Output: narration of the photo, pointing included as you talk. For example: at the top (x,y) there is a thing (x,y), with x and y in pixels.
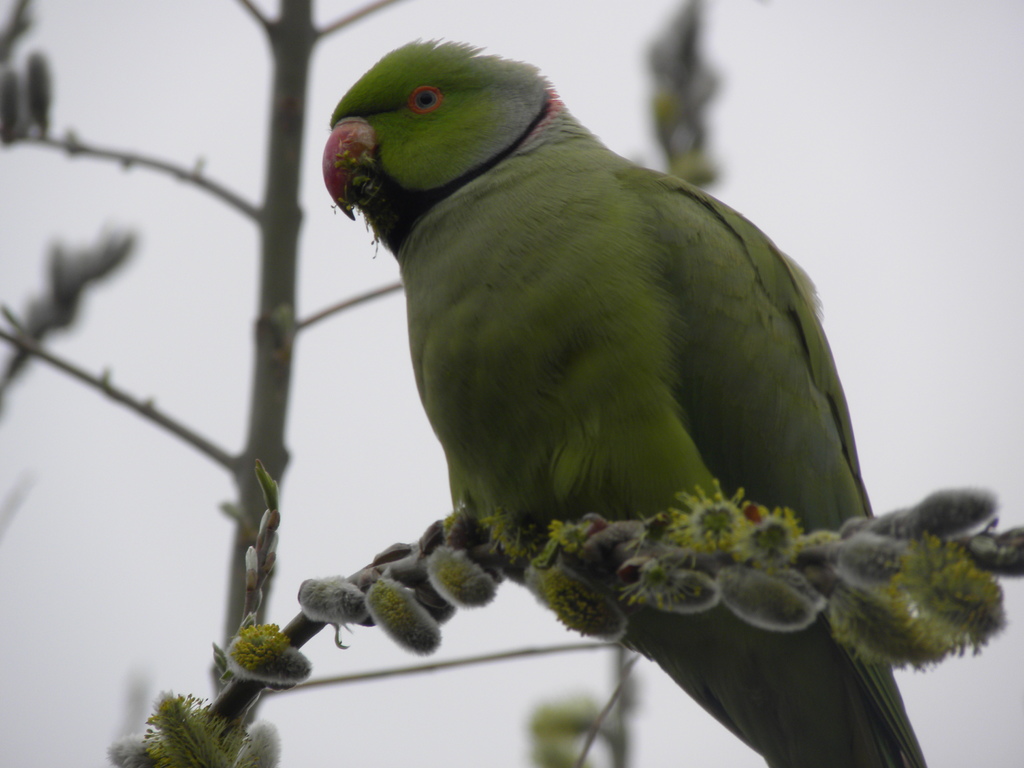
This picture might be taken from outside of the city. In this image, in the middle (615,457), we can see a parrot (511,278) standing on the tree stem (408,568). On the left side (276,403), we can see a stem (271,546). In the background (833,265), we can see a tree (703,103) and white color.
